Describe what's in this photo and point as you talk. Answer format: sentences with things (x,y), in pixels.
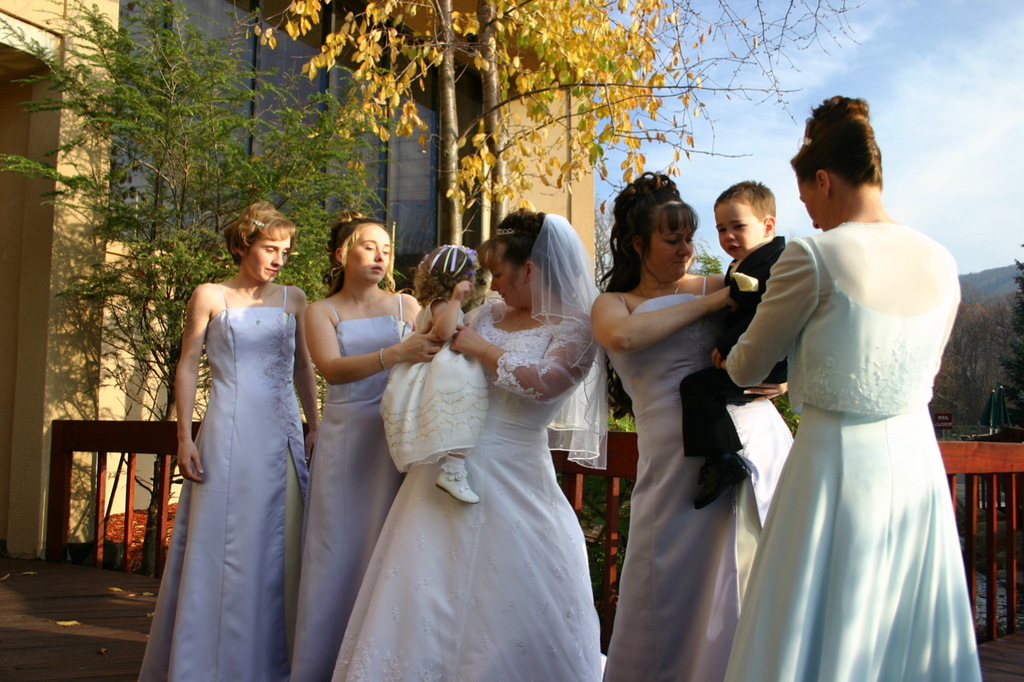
In this image, there are five persons (529,410) standing. Among them two persons (504,372) are carrying kids (432,386). Behind the people (284,408), I can see a wooden fence (615,441), trees (299,153) and a building (554,129). At the bottom of the image (114,645), I can see a wooden pathway (123,626). On the right side of the image (994,294), there is a hill (1007,283). In the background (967,187), there is the sky (785,122).
